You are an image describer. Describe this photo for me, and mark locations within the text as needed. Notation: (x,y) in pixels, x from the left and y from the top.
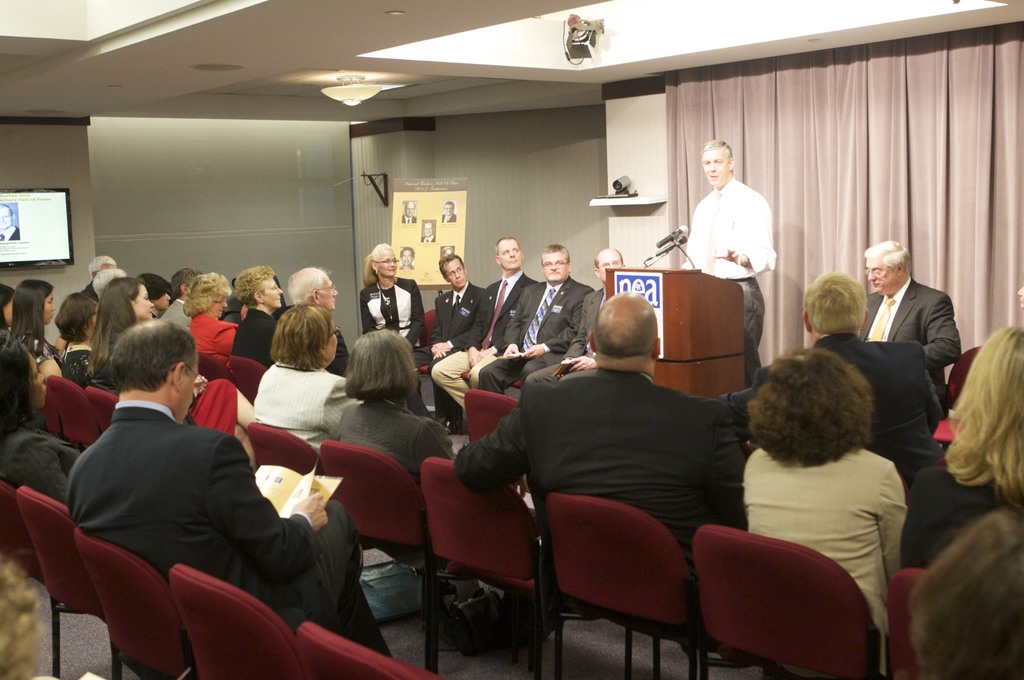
Most of the persons (297,324) are sitting on a chair (800,566). This person (704,240) is standing, in-front of this person (719,236) there is a podium (702,332) with mic (673,235). On wall (650,192) there is a camera (623,190). Television (52,201) on wall (72,190). Far there is a banner (429,232). This person (235,546) is holding a paper (326,491).
